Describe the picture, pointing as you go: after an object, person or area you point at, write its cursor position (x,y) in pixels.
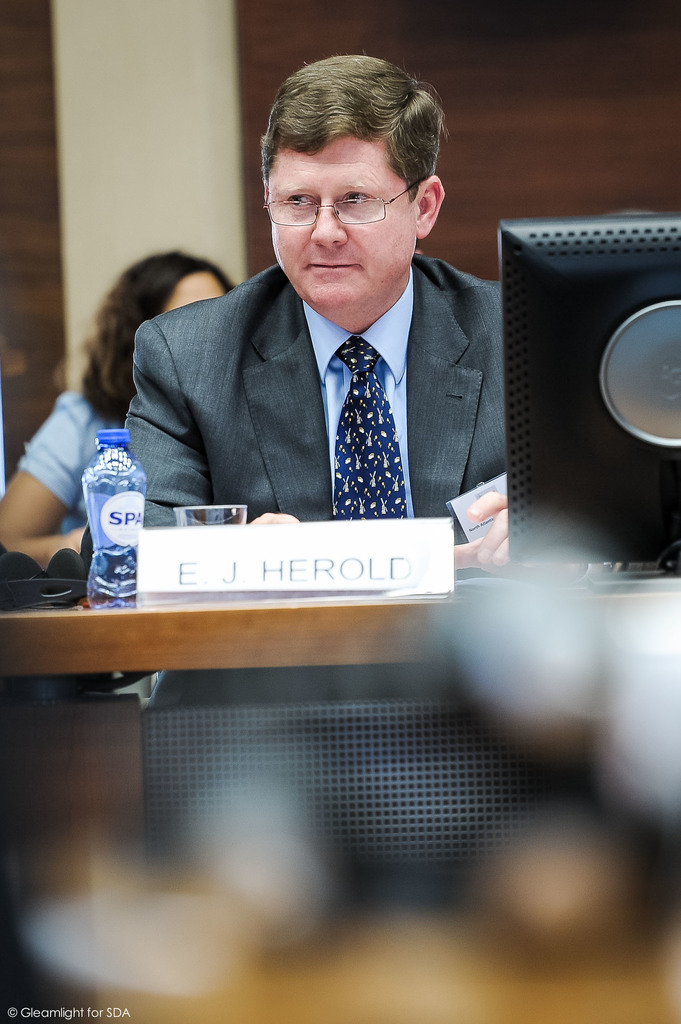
In this image, we can see man (372,418) in suit (427,407), he is sat on the chair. In-front of him, there is a table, few items (451,547) are placed on it. Behind him, there is an another person (91,398). And background (137,180), we can see a wall (248,91).
